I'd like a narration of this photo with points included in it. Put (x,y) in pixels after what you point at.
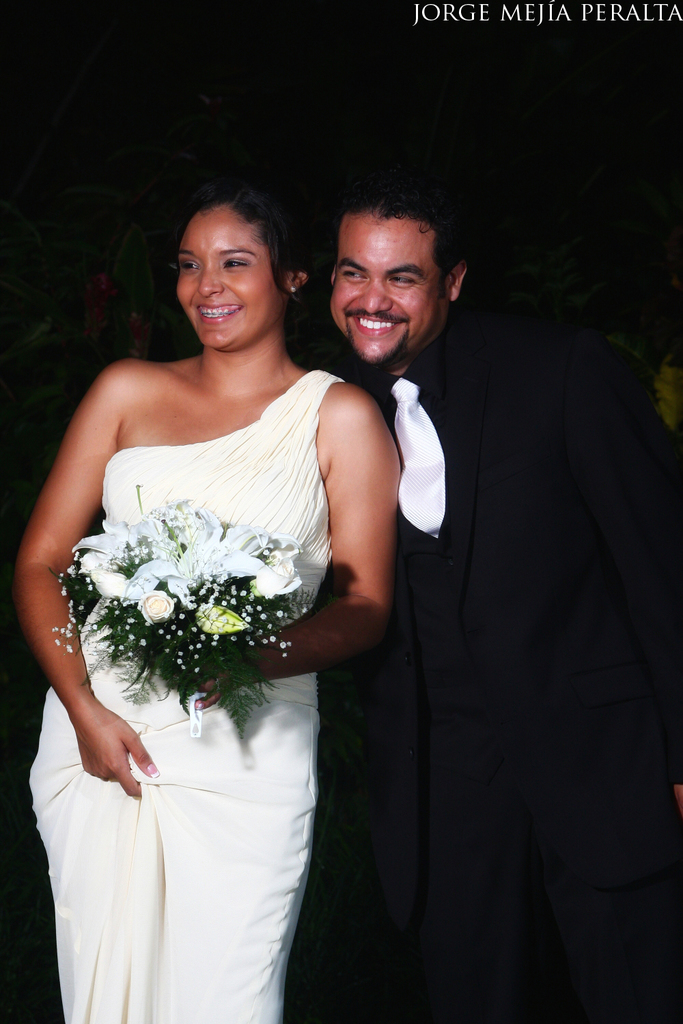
In the picture we can see a man (495,451) and a woman (66,541) standing together and woman (361,528) is in a white dress (129,461) and holding some flowers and man (569,545) is in blazer (554,340), and white tie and they are smiling and behind them we can see dark.
